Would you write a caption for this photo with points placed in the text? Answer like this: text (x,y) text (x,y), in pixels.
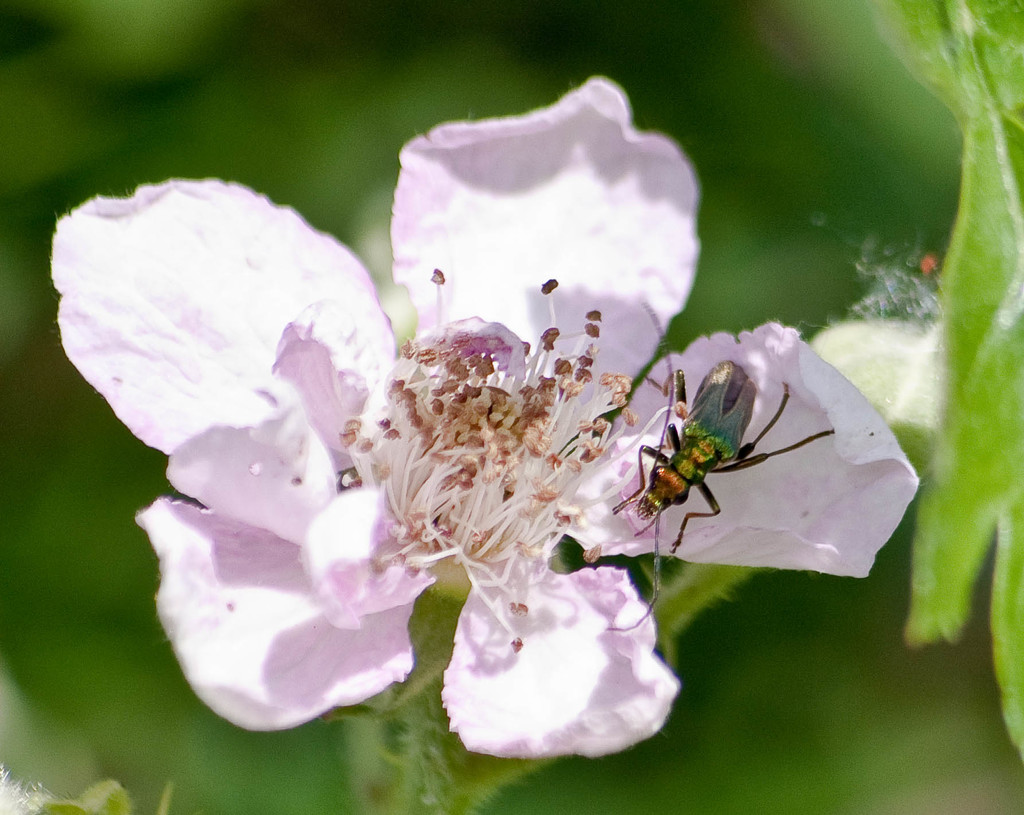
In this image, I can see a flower (551,620) with petals (331,459) and pollen grains (487,408). This looks like an insect (663,506), which is on the flower (602,552). The background (814,96) looks green in color, which is blur.
